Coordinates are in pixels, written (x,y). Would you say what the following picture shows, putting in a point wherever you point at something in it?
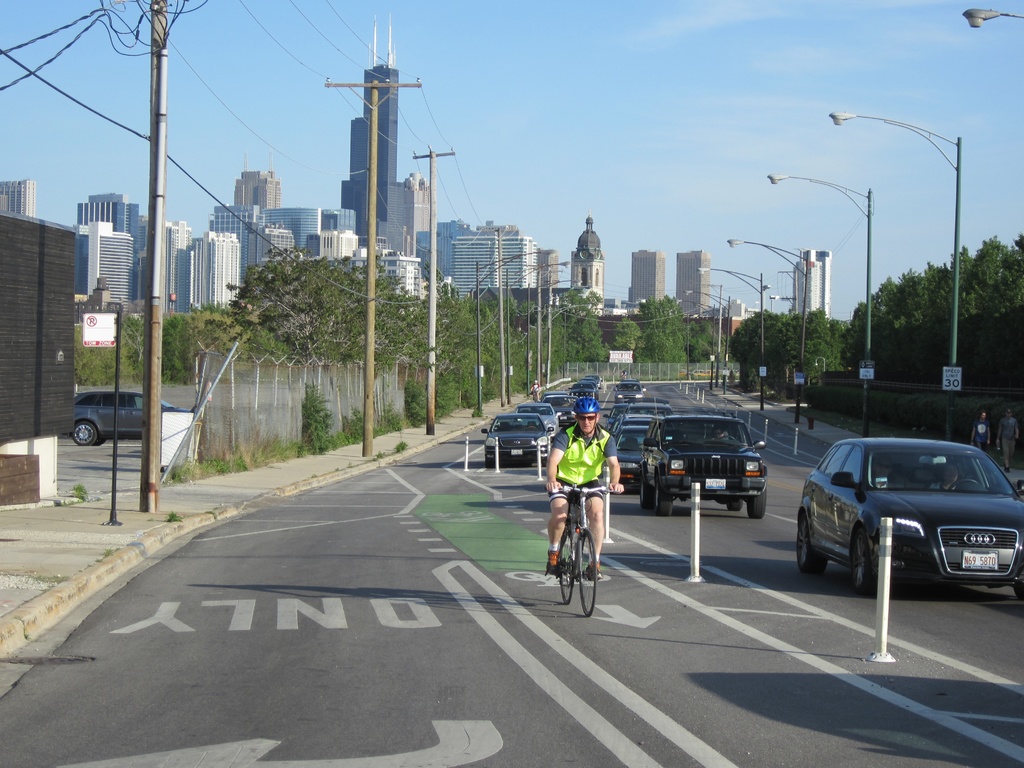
This image is clicked on the roads (806,589). In the front (583,433), we can see a man (597,527) riding a bicycle (583,559). In the background (668,415), there are many cars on the road (429,604). On the left (337,309) and right, there are trees (927,324). In the background (378,243), there are skyscrapers (401,278). And there are many poles (119,320) in this image. At the top (640,102), there is sky (644,138).
